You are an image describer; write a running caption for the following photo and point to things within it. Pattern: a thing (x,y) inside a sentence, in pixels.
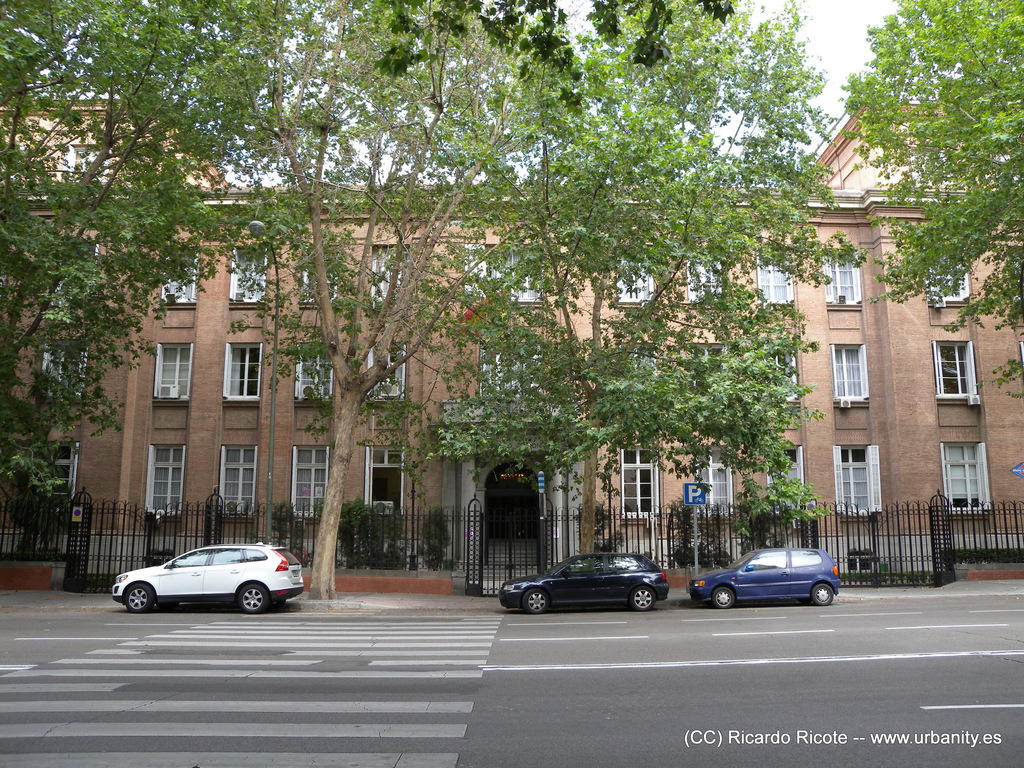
In the image in the center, we can see a few vehicles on the road (509,644). In the bottom right (834,746), there is a watermark (754,732). In the background (555,315), we can see the sky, clouds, trees (515,334), buildings (360,490), windows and fences (73,534).
